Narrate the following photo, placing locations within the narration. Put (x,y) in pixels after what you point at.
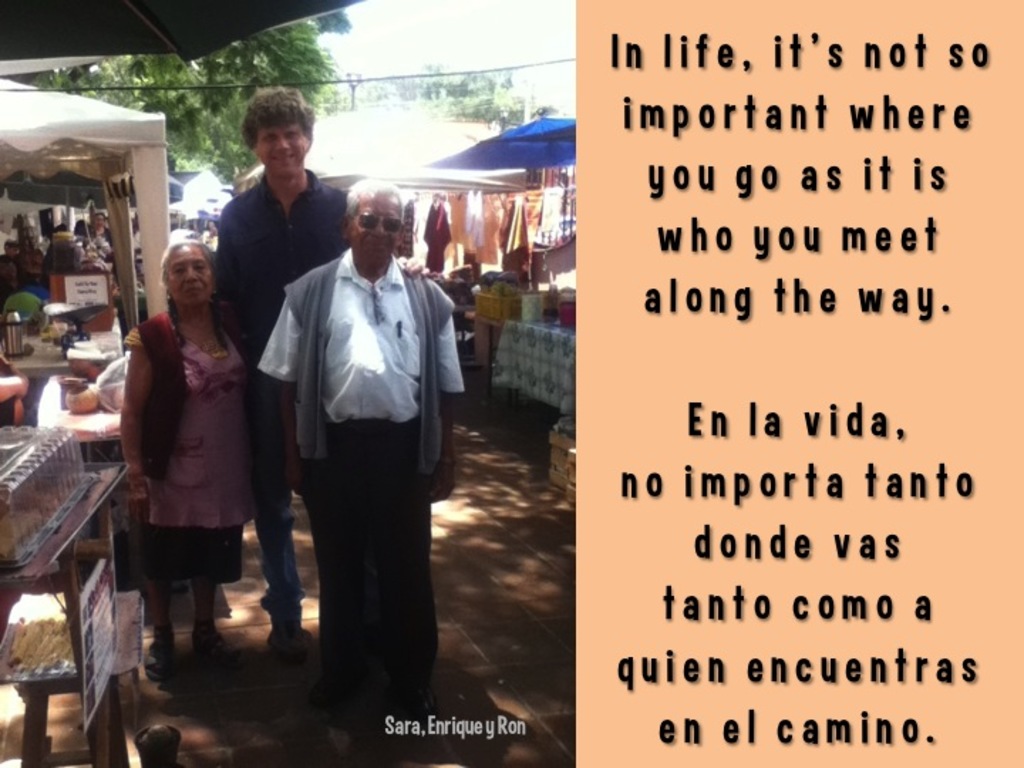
On the right side of the image (819,594) we can see text (753,605). On the left side of the image (295,67) we can see stores (53,242), clothes (531,233), umbrellas (466,157), trees (231,113) and sky (417,47).
